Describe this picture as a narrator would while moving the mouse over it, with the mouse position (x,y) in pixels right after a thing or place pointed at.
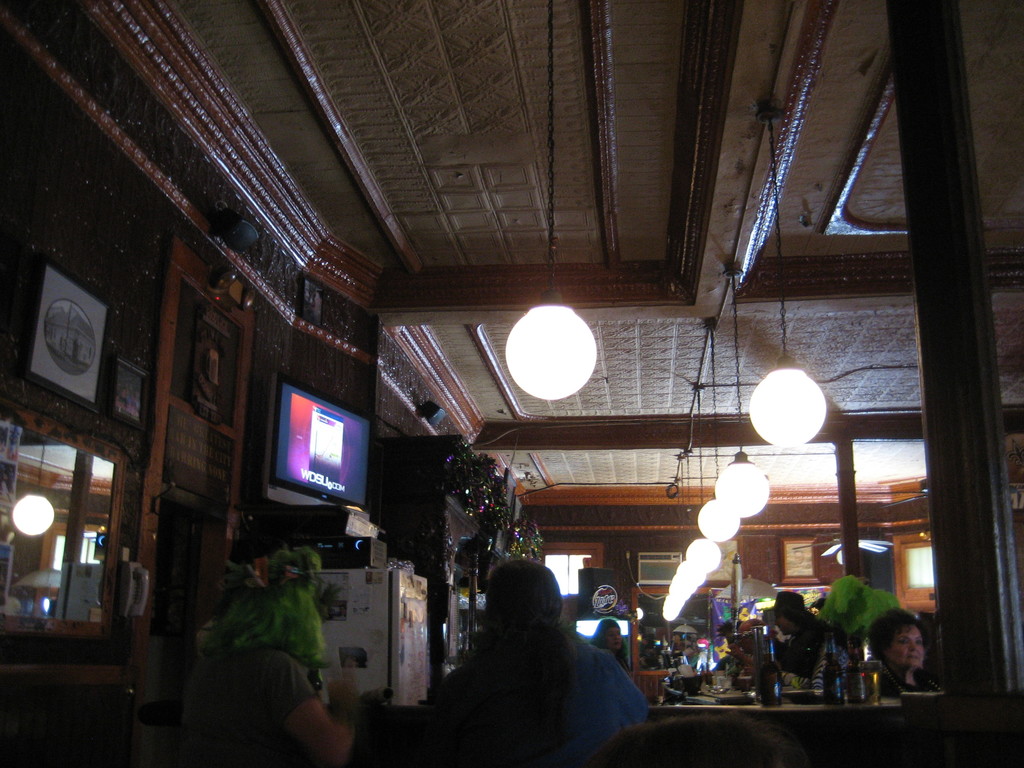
In this picture I can observe some people (814,675) sitting on the chairs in front of their tables (780,687). I can observe some lights (525,355) hanging to the ceilings (636,183). On the left side (309,452) I can observe a television (322,439).
